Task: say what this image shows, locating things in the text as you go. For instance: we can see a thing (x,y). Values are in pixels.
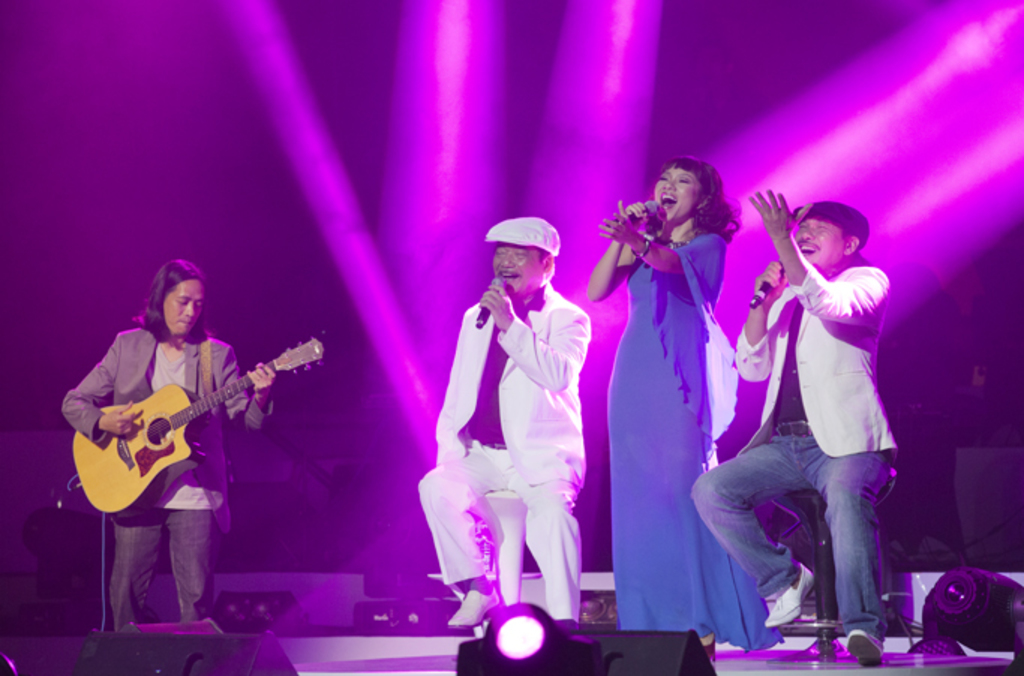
In the left (190,281), a person (200,280) is standing and playing guitar (178,434). In the right middle (796,392), there are three persons (861,311). Out of which two are sitting on the chair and singing and one woman (661,429) is standing and singing a song on the stage (582,603). At the bottom (582,603) there are focus lights (957,606) available. On the top (616,39) lights (471,46) are visible in pink color. This image is taken on the stage (211,586) during night time.
